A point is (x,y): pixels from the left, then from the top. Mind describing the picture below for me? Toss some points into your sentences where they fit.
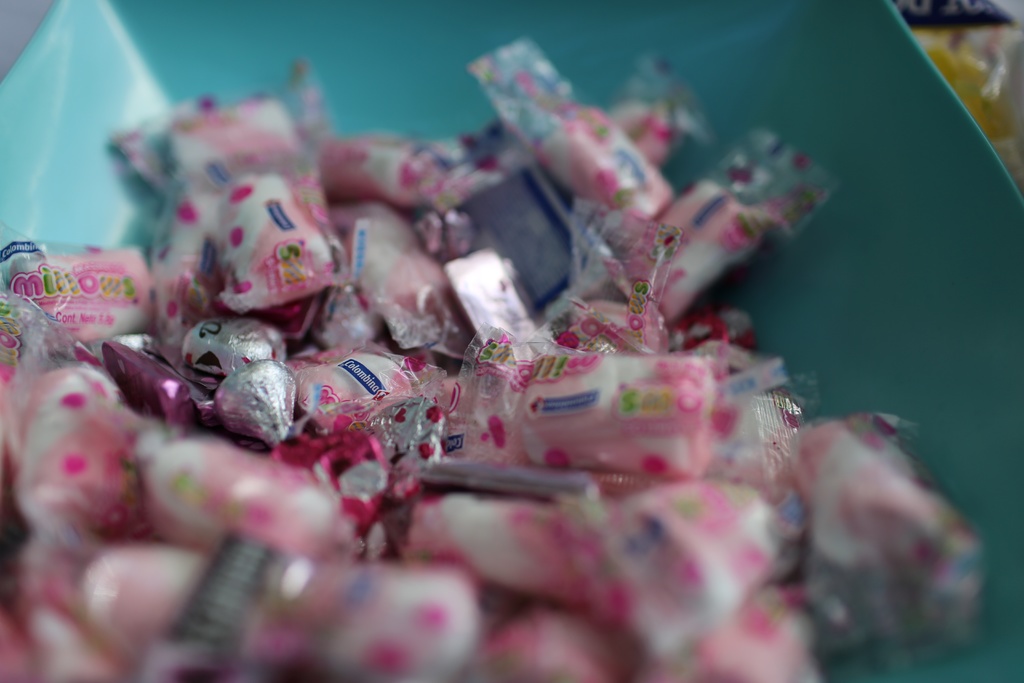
In this image there are some chocolates covers (349,403) are at bottom of this image (374,548).
